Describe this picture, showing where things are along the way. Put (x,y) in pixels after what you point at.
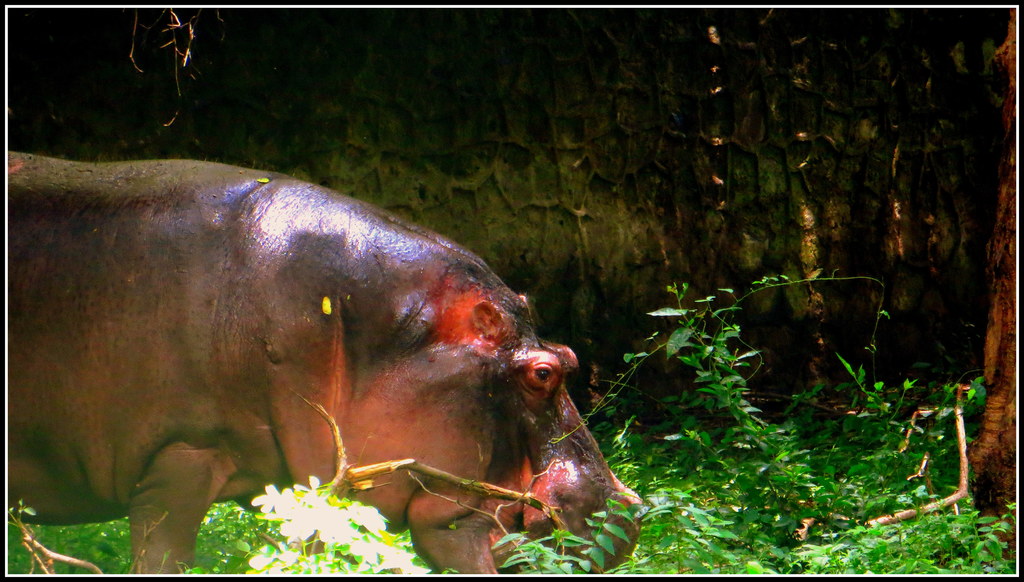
In this picture we can observe hippopotamus (355,408) which is in brown color. We can observe green color plants (734,517) on the ground (353,533). In the background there is a black color wall (578,127).
